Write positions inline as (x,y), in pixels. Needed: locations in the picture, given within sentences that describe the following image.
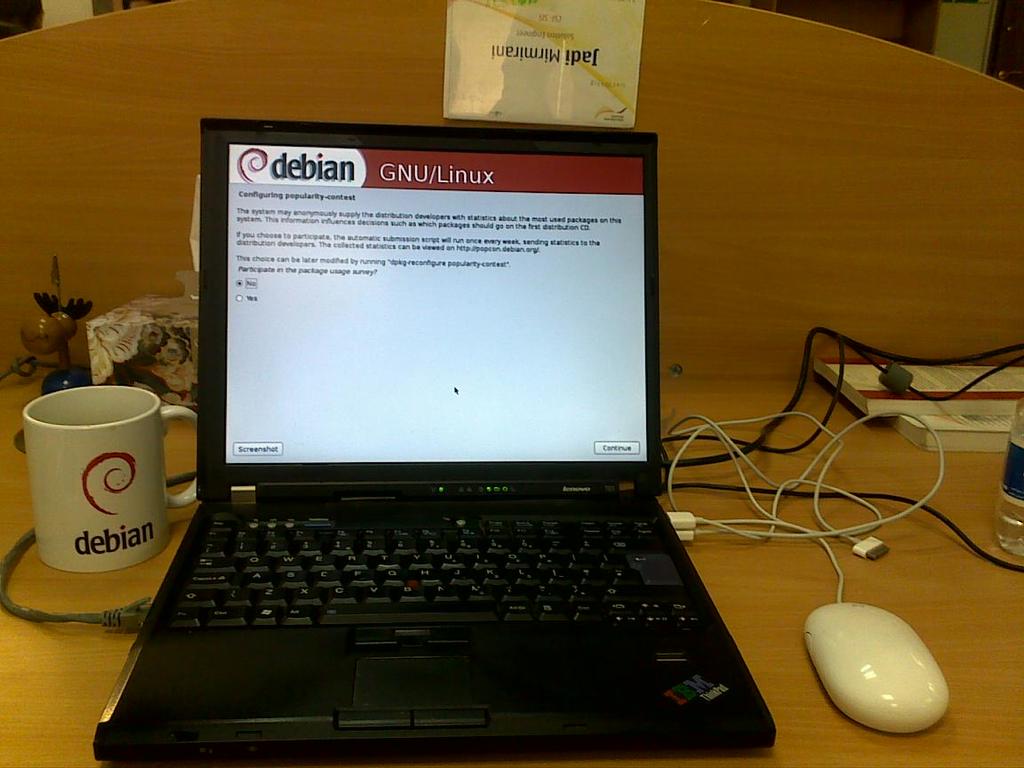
In this image we can see a laptop (362,614), mouse (812,664), cables (704,459), books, cup (165,475), water bottle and objects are on a platform (930,517) and there is a small board (542,101) on the wooden platform (393,121). In the background (124,5) we can see objects (78,17).
